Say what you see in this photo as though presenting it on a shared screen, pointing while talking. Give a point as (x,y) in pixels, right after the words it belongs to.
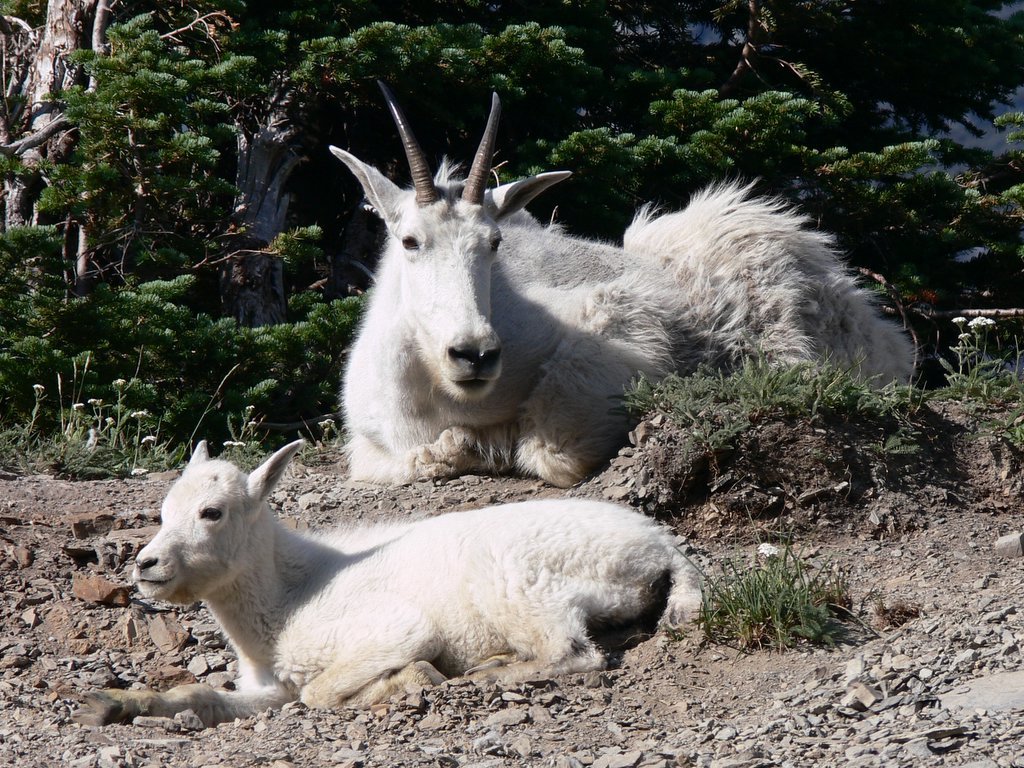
In this picture we can see two white color mountain goats (468,374) sitting on the ground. Behind there are some trees (580,35).
